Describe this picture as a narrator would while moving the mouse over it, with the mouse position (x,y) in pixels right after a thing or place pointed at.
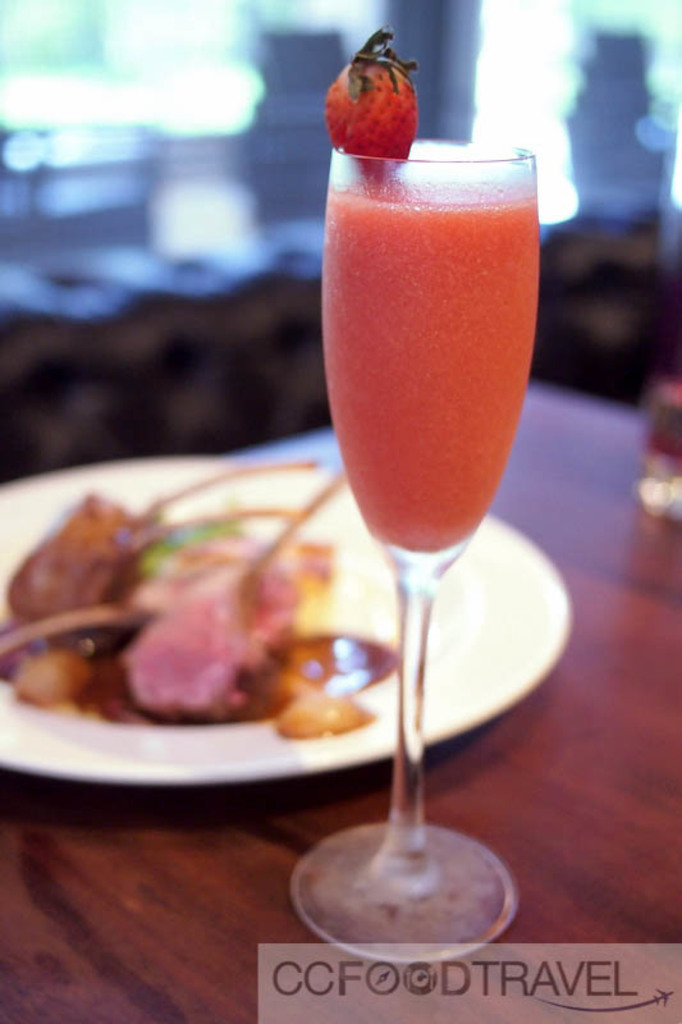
In the center of the image (287,451) we can see a table (514,829). On the table (454,808) we can see a plate (385,686) which contains food (272,630), glasses (657,482) and a glass (398,297) which contains juice (403,272) with strawberry (373,107). At the bottom of the image (295,983) we can see the text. At the top (310,339), the image is blur.
